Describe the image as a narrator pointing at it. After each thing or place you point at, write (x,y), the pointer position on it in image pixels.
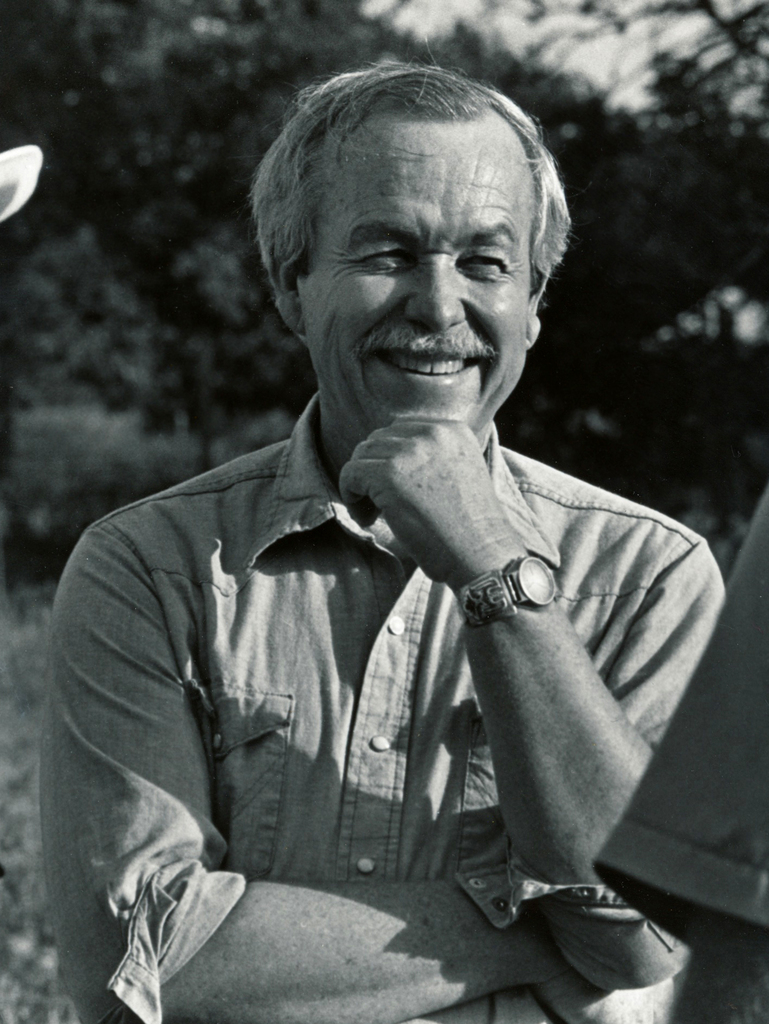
In this image I can see the black and white picture of a person (326,684) wearing shirt (244,638) and watch (501,605) is smiling. In the background (188,218) I can see few trees (188,218).
